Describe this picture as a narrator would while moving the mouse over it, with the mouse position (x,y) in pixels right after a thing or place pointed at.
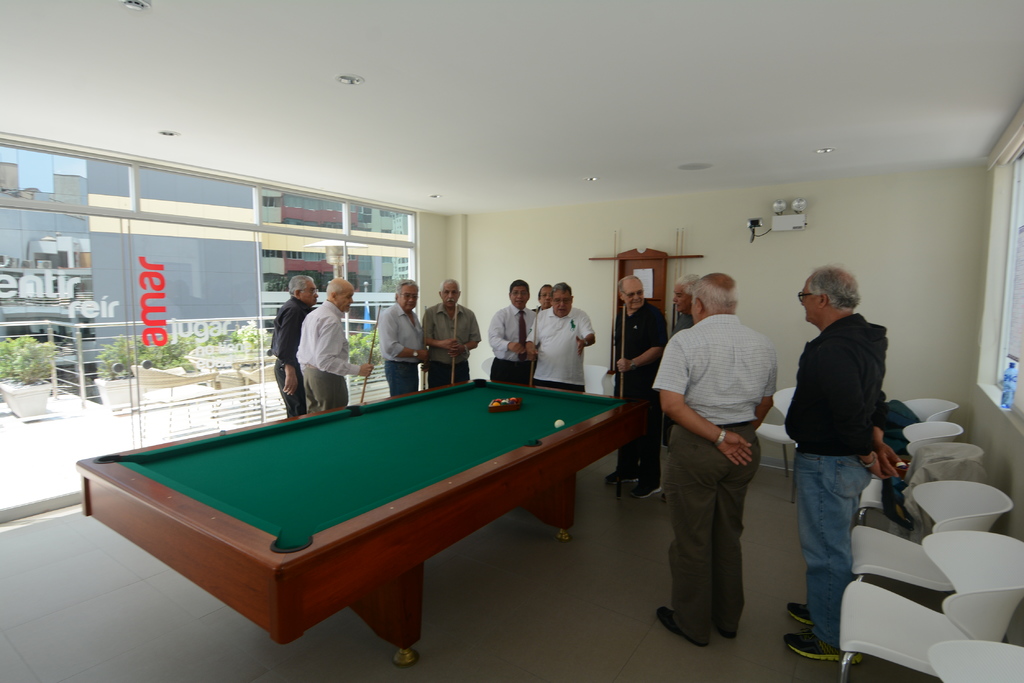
In this image I can see a snooker table (434,553) and some people (564,368) standing around the snooker table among them some of them are holding sticks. I can see chairs (843,652) arranged on the right hand side of the image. I can see a window (1015,315). I can see a glass door (202,272) with some text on the left hand side (202,229) through which I can see buildings (217,247) and potted plants (376,348) outside. I can see a wooden board (657,260) with a paper (647,273) in center of the image (622,270) behind the people (638,279).
